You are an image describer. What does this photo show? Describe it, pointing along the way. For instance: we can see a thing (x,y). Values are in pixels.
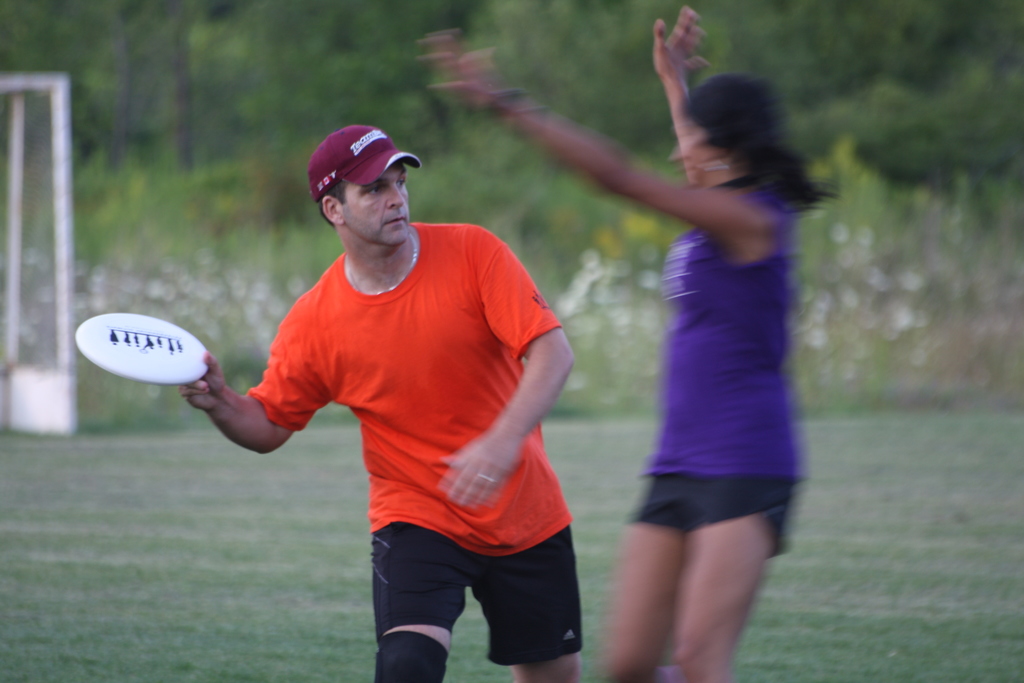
In this picture I can see there is a man (205,391) and a woman (699,371), the man (517,410) on left is wearing an orange shirt (374,338), a cap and holding a white color object (167,364). There is grass (353,469) on the floor (4,561) and there are few plants (249,258) in the backdrop (449,99) and there is a net (22,243) at left side (67,172), the backdrop (143,31) is blurred.
